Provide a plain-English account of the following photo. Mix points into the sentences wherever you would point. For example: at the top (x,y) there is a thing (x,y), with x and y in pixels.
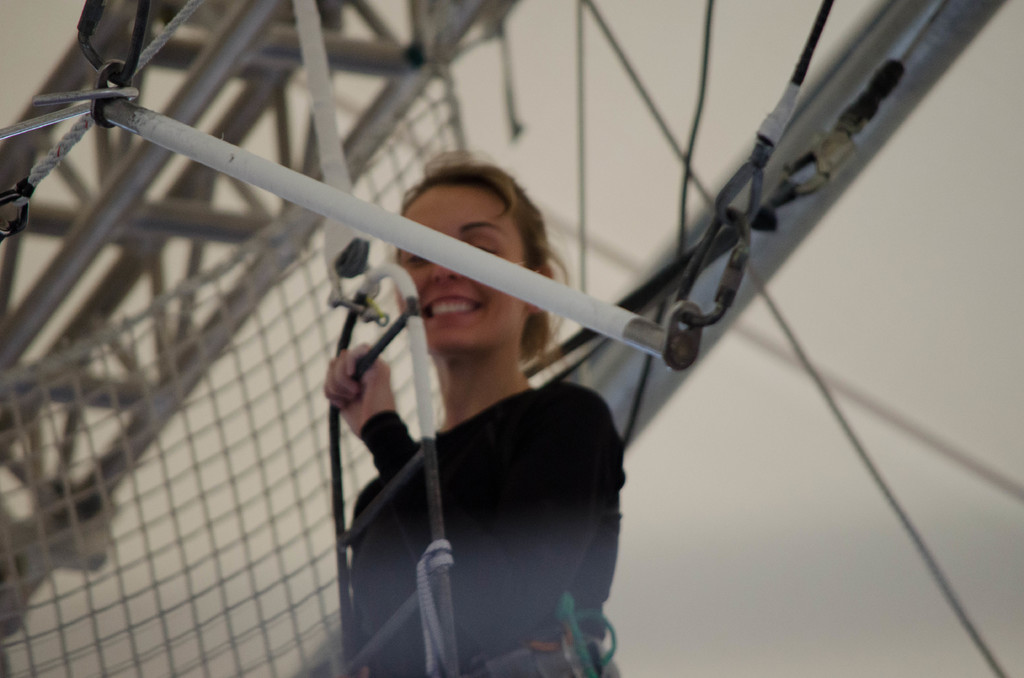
In this image we can see a person (508,583) standing and holding an object (404,284). And there are rods (197,126) and net (173,536). In the background (810,538) it looks like a wall (834,443).
